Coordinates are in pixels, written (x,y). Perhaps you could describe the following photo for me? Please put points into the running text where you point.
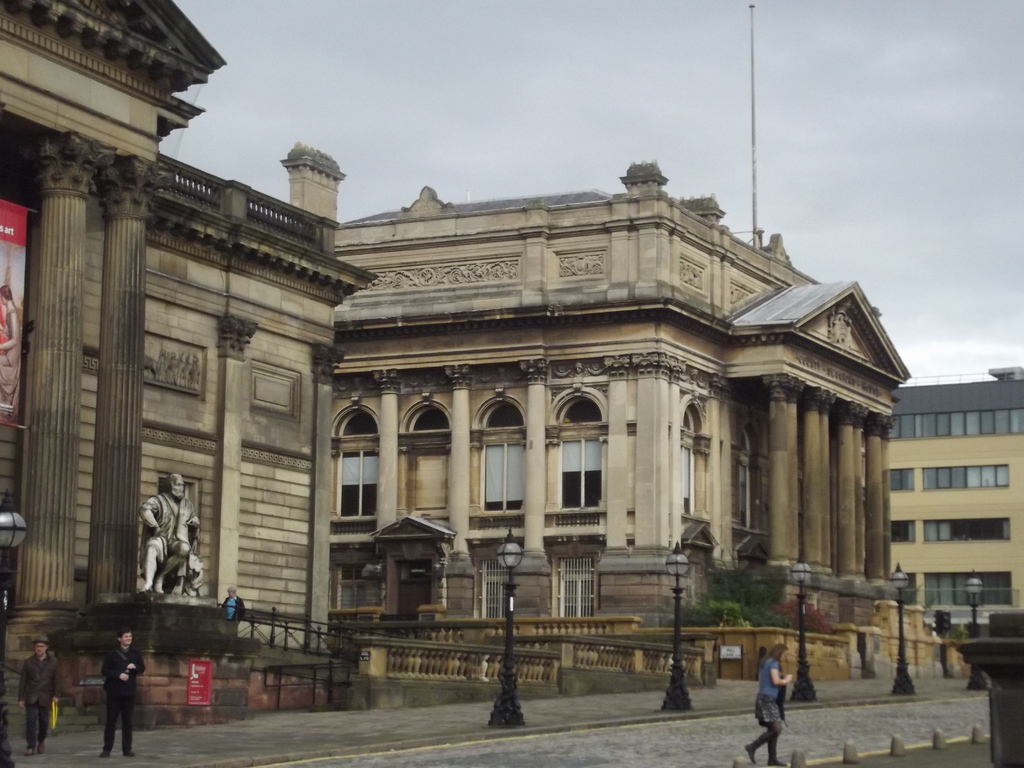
This image is clicked on the road (317,765). There are four persons (775,736) in this image. On the right (775,693), the woman (753,745) is walking. On the left (39,703), there are two men (117,680) standing on the pavement (90,740). In the front (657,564), we can see a building (434,515). At the top (518,51), there is a sky (490,52). In the middle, there are light poles (900,612).
